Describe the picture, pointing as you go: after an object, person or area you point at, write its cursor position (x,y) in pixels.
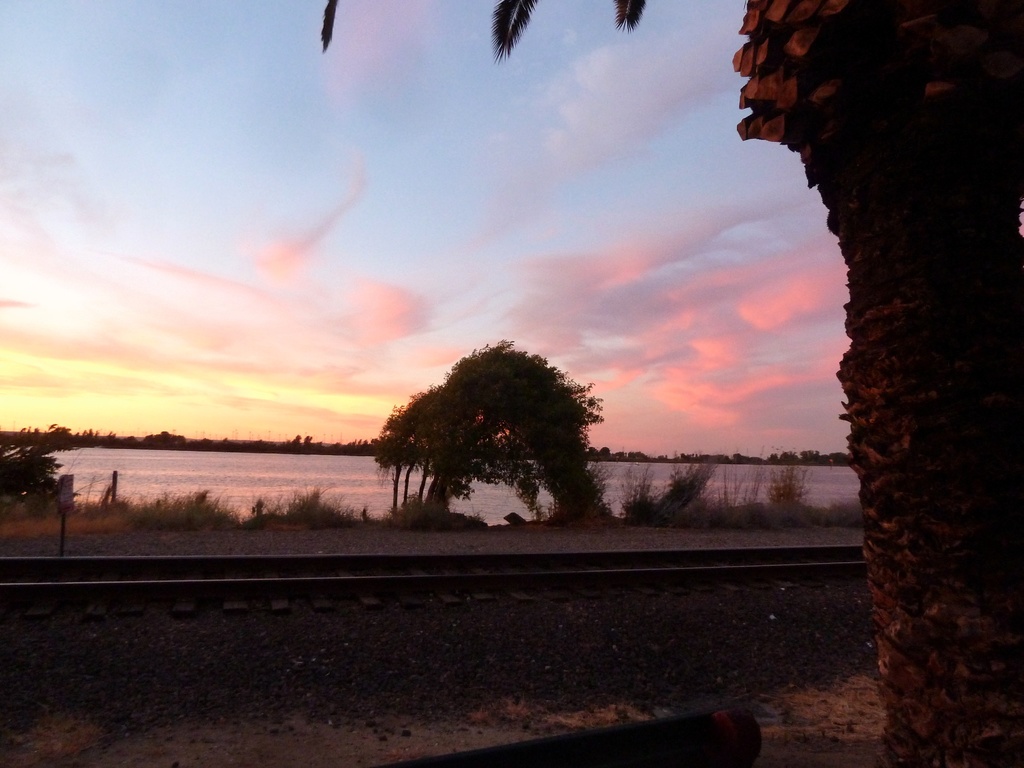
In this image there are trees (374,453), plants (178,516), board (66,499), rod (61,515), train track (325,558), water (352,479), cloudy sky (523,331) and objects (663,750).
